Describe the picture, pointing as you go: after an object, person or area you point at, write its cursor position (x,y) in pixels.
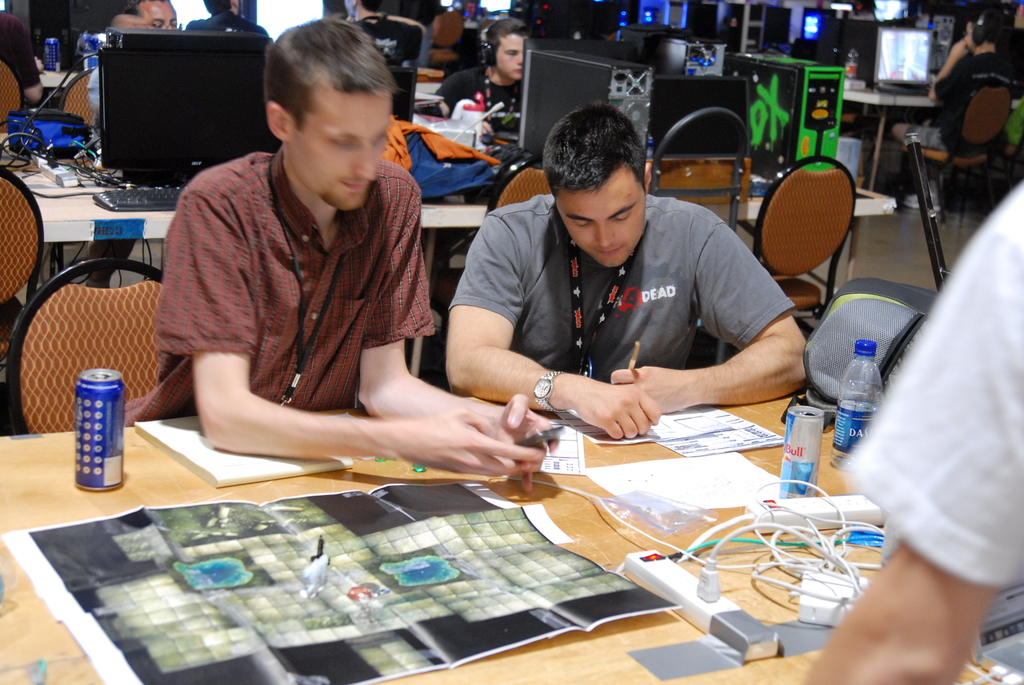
In this picture we can see there are groups (257,274) of people sitting on chairs (77,108) and in front of the people (223,167) there are tables (180,485) and on the tables (69,505) there are tins (102,406), bottle (843,439), cables (804,542), papers (582,450), monitors (182,113), CPU (542,114) and other things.
